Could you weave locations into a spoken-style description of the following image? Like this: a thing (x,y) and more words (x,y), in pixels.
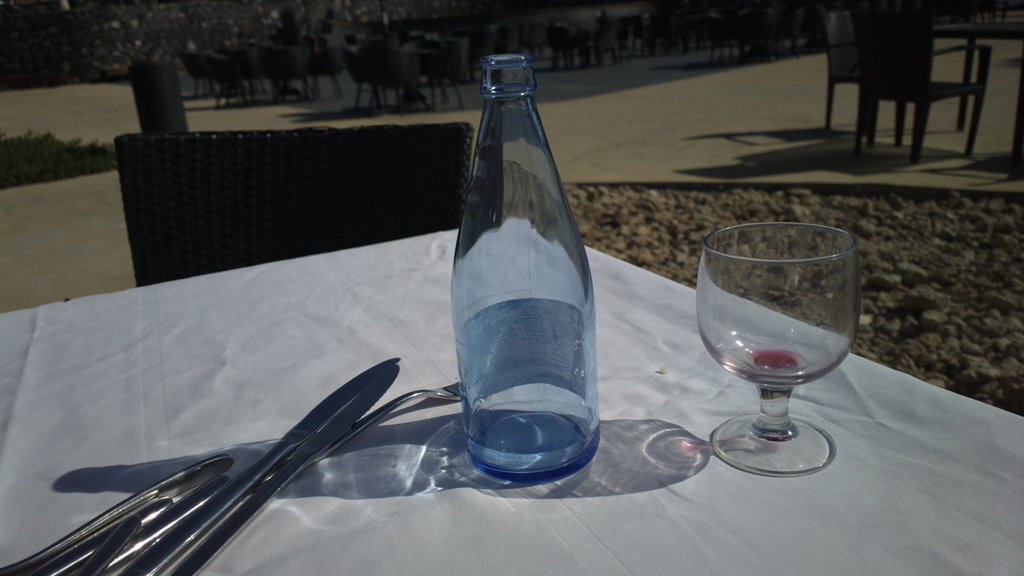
There is a table (287,317). On the table (619,477) there is a white sheet (354,464), knives (297,440), forks (146,493), bottle (540,331) and glass (764,312). There are chairs (876,81). In the background (489,45) there are many chairs (397,51) and trees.
